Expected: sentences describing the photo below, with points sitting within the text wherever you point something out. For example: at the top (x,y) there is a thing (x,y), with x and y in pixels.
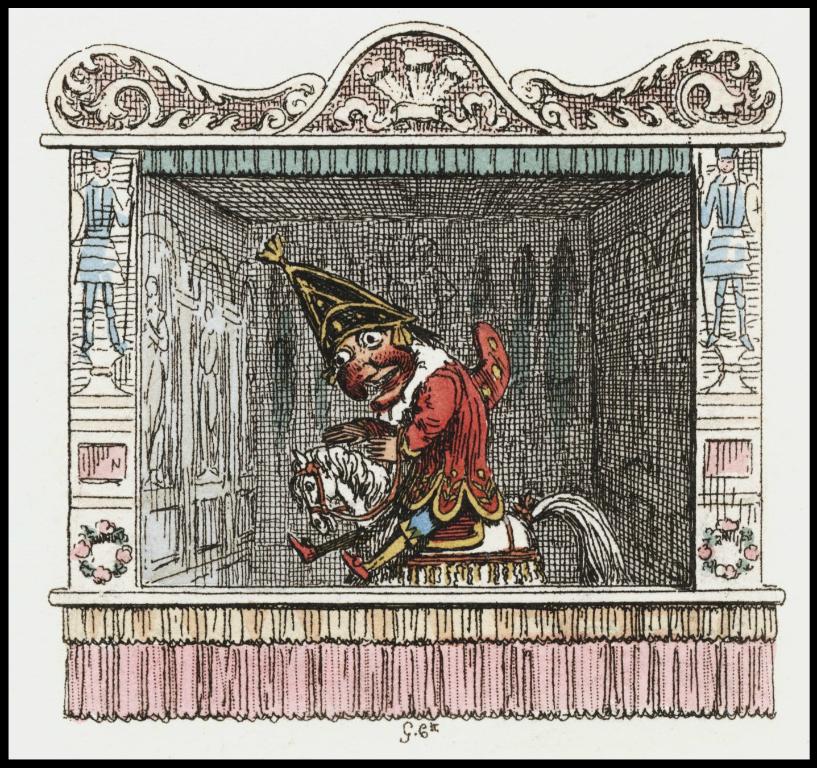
In this image I can see the art (417,418) in which I can see the cartoon person (479,443) is sitting on the horse (436,539). I can see few cartoon pictures (85,247), designs (104,75) and few flowers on the wall (680,333).
